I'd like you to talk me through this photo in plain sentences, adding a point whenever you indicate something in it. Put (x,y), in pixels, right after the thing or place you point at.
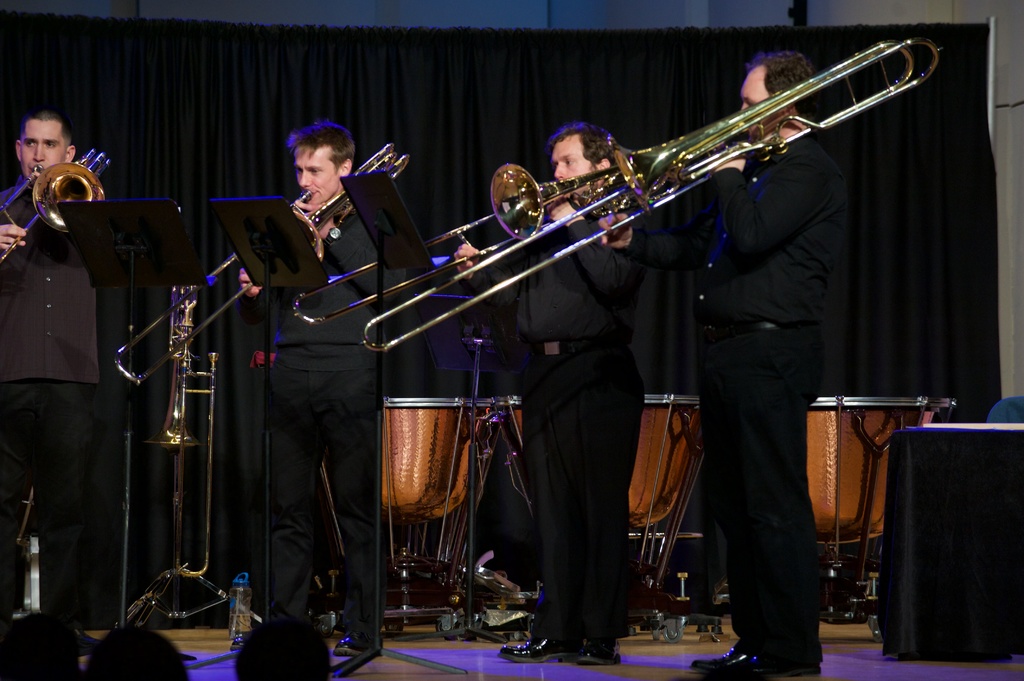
The person (63,295) wearing black dress (587,296) are playing music, There are audience (121,651) in front of them and there are drums (465,415) back of them and the background (405,65) is black in color.
